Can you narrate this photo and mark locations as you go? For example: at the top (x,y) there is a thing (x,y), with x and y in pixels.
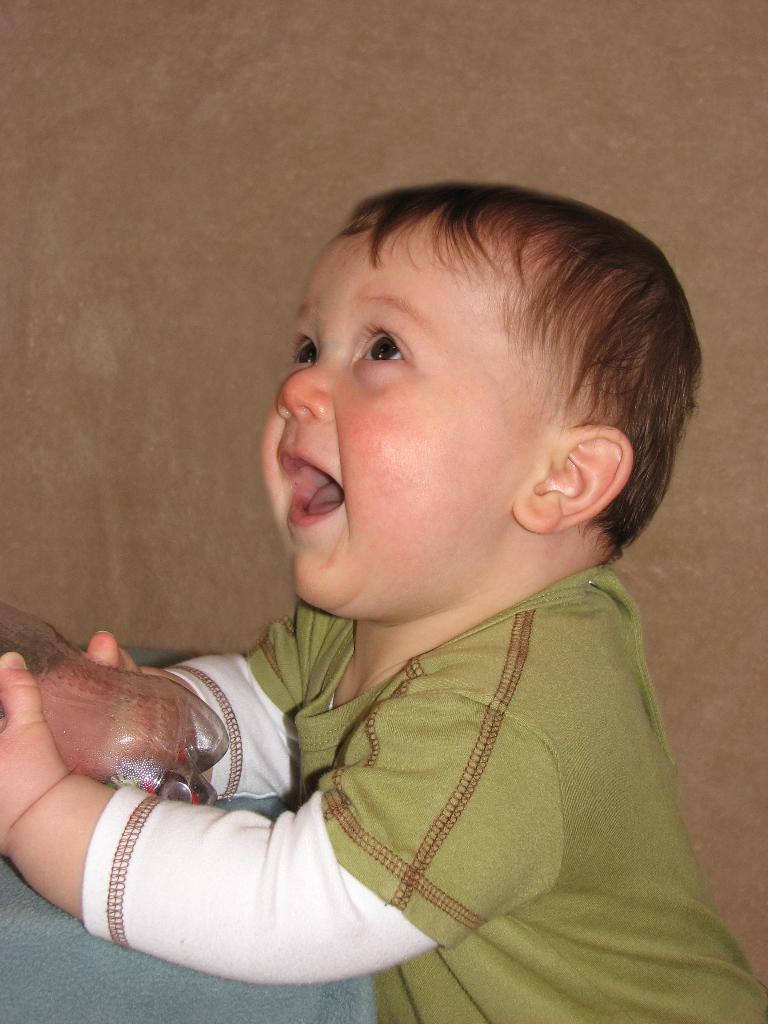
In this image I can see the person (492,780) wearing the green and white color dress (367,798). The person (272,839) is holding the bottle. I can see the blue color cloth (114,982) to the left (134,992). In the back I can see the wall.
